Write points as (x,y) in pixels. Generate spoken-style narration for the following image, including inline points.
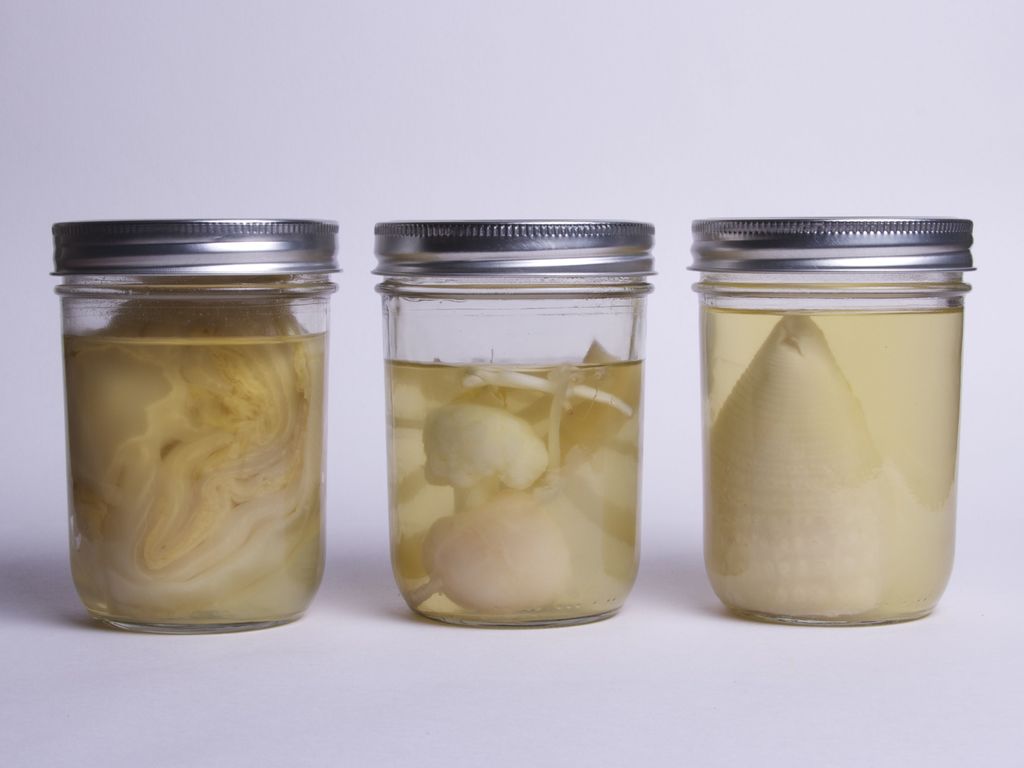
In this image there are three jars (228,250). There are liquid like substances (242,415) in the jar (790,414). The background (127,125) is white.
